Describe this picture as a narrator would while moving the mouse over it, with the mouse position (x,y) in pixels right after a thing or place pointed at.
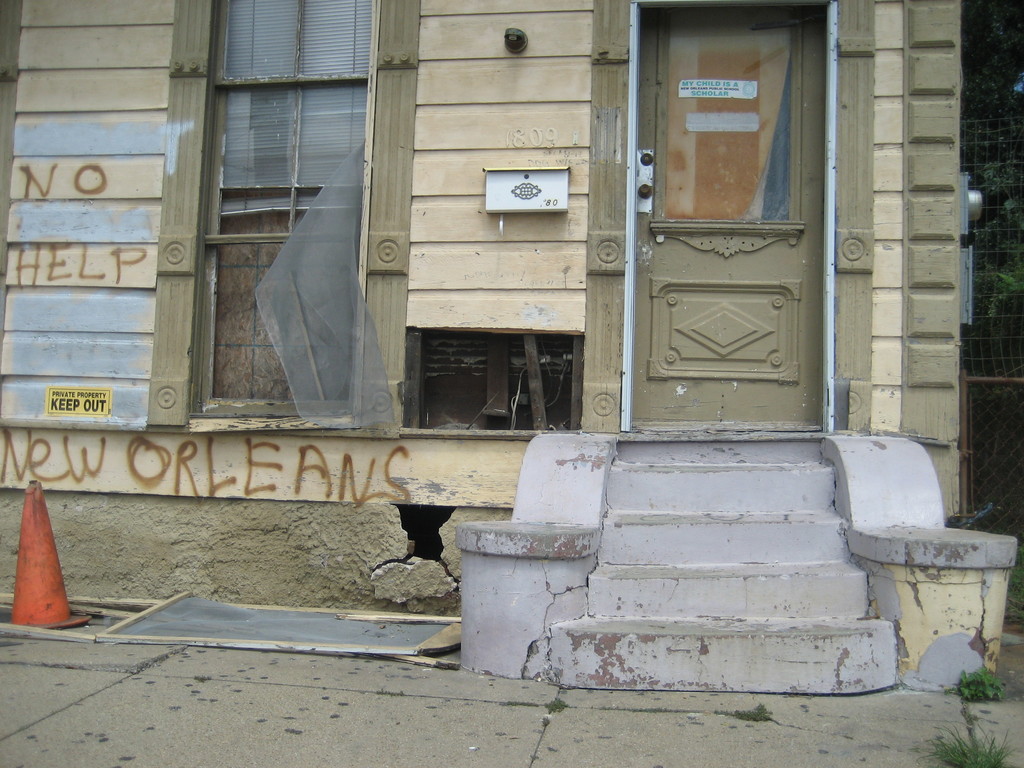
Here in this picture we can see a front door (823,24) of a building (464,217) and we can see steps (580,496) present in front of the door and on the wall (463,174) we can see a drop box (513,200) present and beside that we can see a window (234,50) present and we can see something written on the walls (94,305) over there and we can also see a traffic cone (24,551) on the left side (38,561) and on the right side (971,160) we can see plants (986,494) present over there.
